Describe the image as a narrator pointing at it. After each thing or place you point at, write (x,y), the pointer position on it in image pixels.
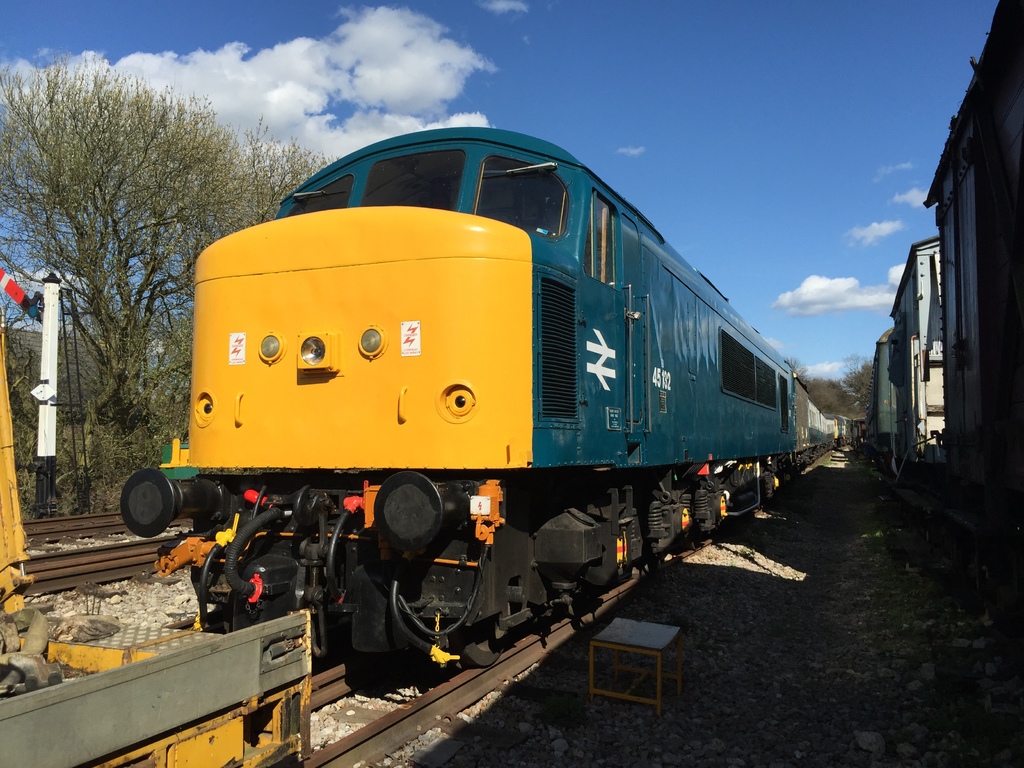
In this image we can see a train (497,416) on the railway track (316,687). There are stones (121,596). Also there is a stool (651,652). On the left side (123,332) there is a tree (129,321) and a pole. Also there is a railway track (60,519). On the right side (877,438) we can see a goods train (903,362). In the background (647,139) there is sky (645,130) with clouds (836,294).
